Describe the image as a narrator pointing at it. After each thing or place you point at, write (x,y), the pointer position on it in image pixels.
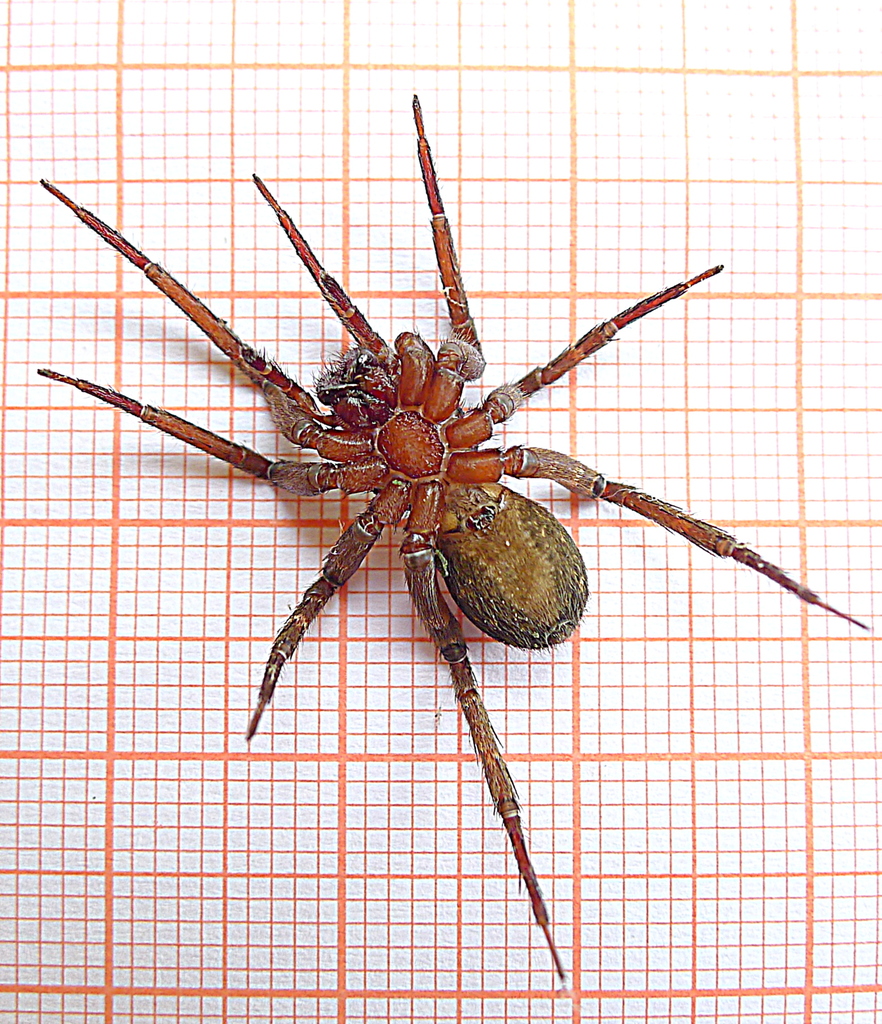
In this image I can see a spider (441,511) on a graph paper (445,715). This image is taken may be during a day.
